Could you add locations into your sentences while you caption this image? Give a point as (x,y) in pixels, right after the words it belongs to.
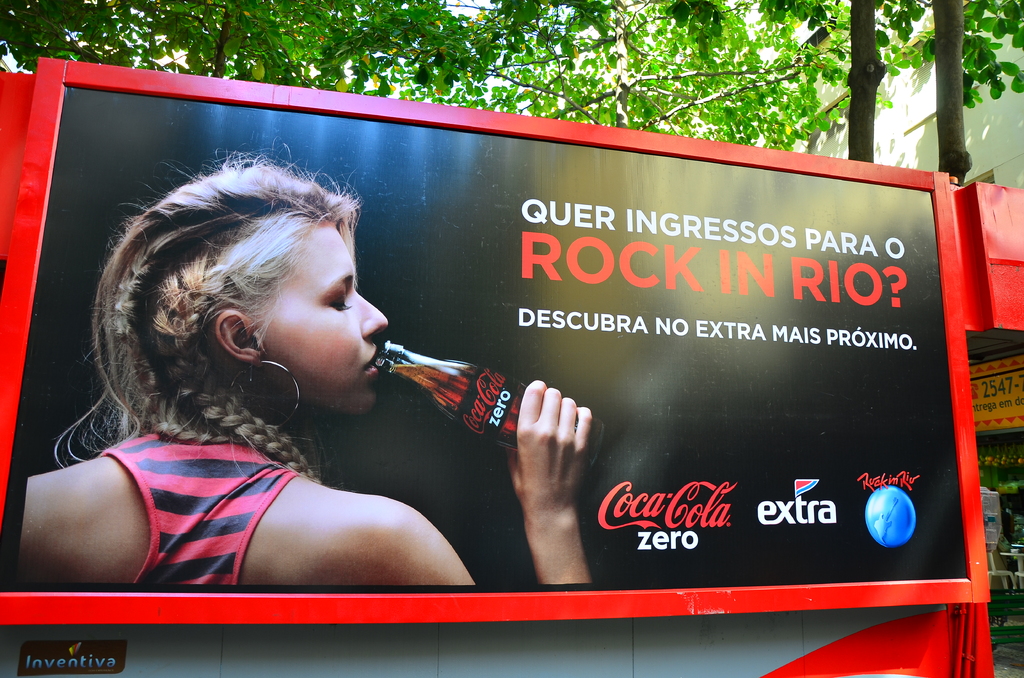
In this image I can see a board (505,361) on which there is some text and an image (231,412) of a woman (227,397) who is holding a bottle (471,403) in the hand (530,406) and drinking. On the right side (1011,462) there is a stall (1010,535) and few chairs (1000,560). At the top of the image (388,56) the leaves (385,72) are visible. In the top right-hand corner (986,153) there is a building (991,117).
